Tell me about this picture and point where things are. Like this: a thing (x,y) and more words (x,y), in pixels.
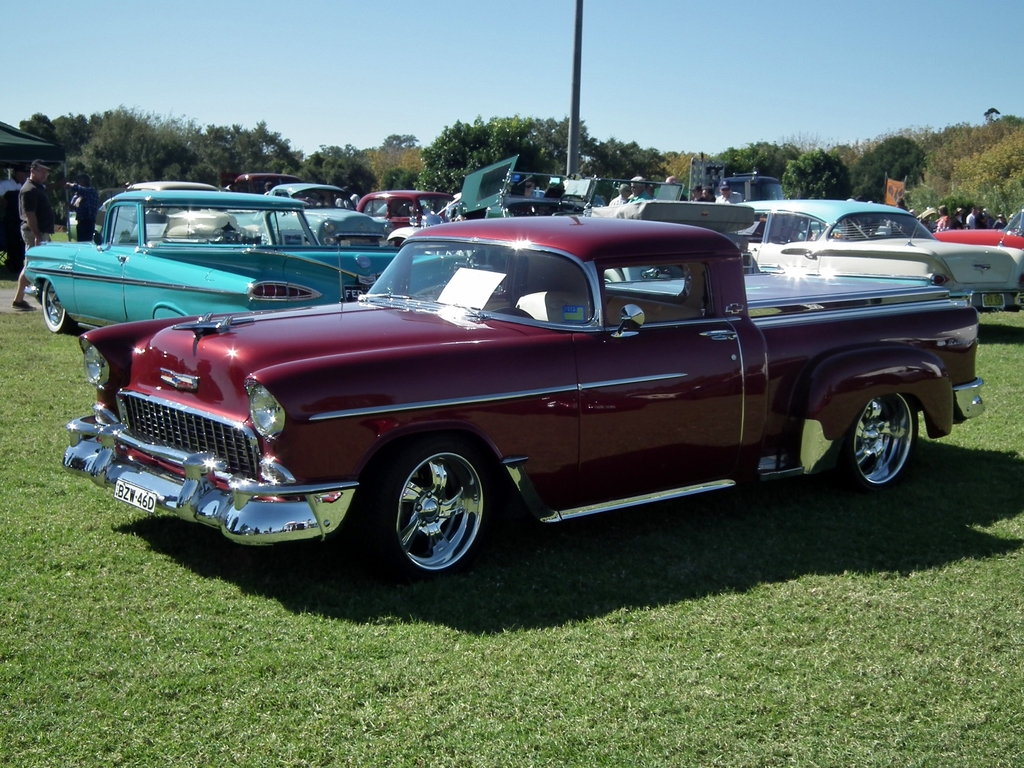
This picture is clicked outside. In the foreground (789,567) we can see the green grass (61,497). In the center (485,271) we can see the cars (290,232) parked on the ground (926,492) and we can see the group of people (951,217) and a pole (570,108). In the left corner (19,142) we can see the tent (4,155) and some objects (19,238). In the background (364,113) we can see the sky (430,88), trees (560,142) and a vehicle (761,186) and the group of people (973,216).
